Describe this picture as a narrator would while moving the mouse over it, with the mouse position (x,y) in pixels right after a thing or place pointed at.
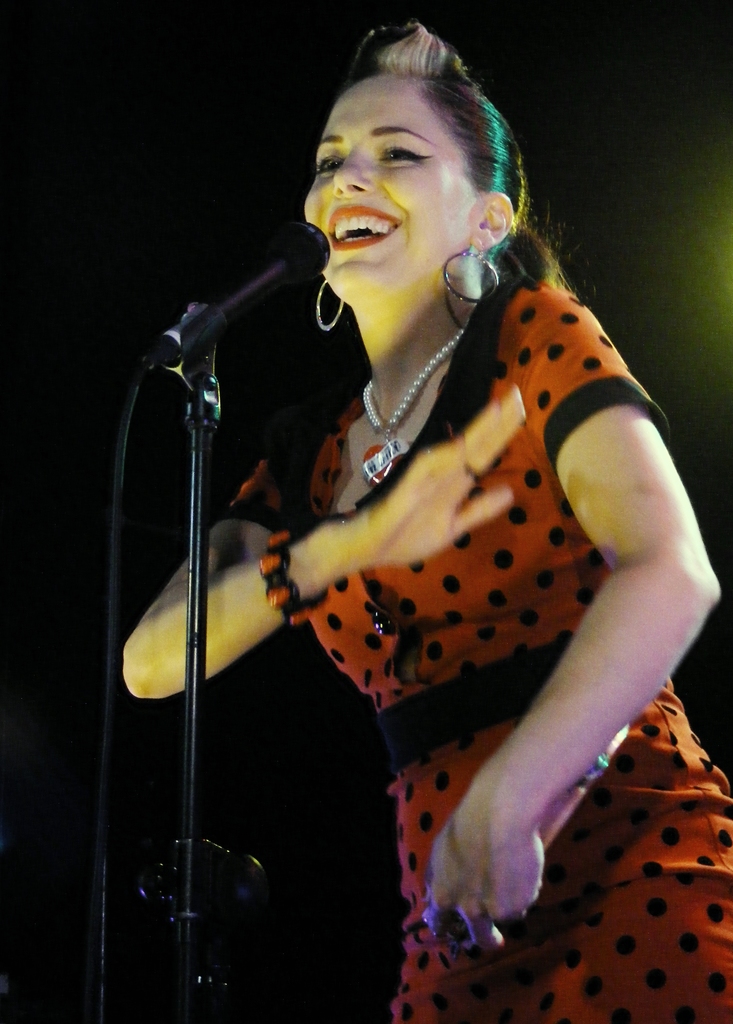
In this picture I can see a tripod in front on which there is mic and I can see a woman (679,865) in front of the tripod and I see that she is smiling and she is wearing red and black color dress (556,405). I see that it is dark in the background (673,32).
